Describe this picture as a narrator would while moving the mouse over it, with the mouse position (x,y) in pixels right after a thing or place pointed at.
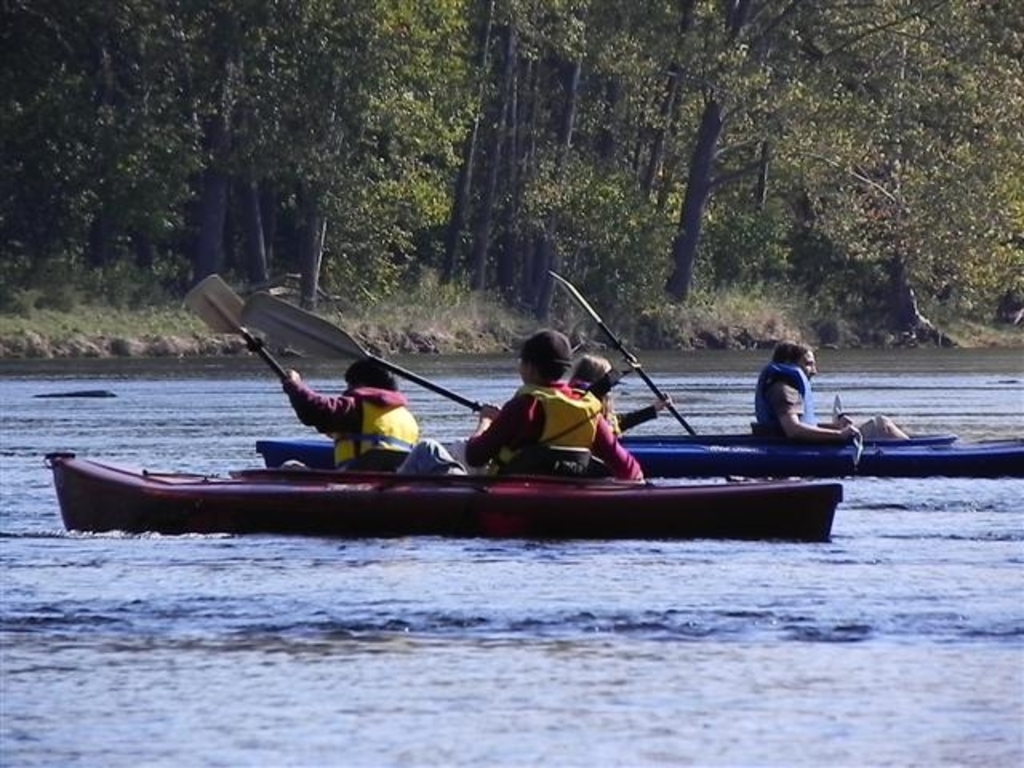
In the picture I can see some persons (540,378) sitting in boat (380,479) holding paddles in their hands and sailing on water (344,593) and in the background of the picture (497,247) there are some trees (412,137).
